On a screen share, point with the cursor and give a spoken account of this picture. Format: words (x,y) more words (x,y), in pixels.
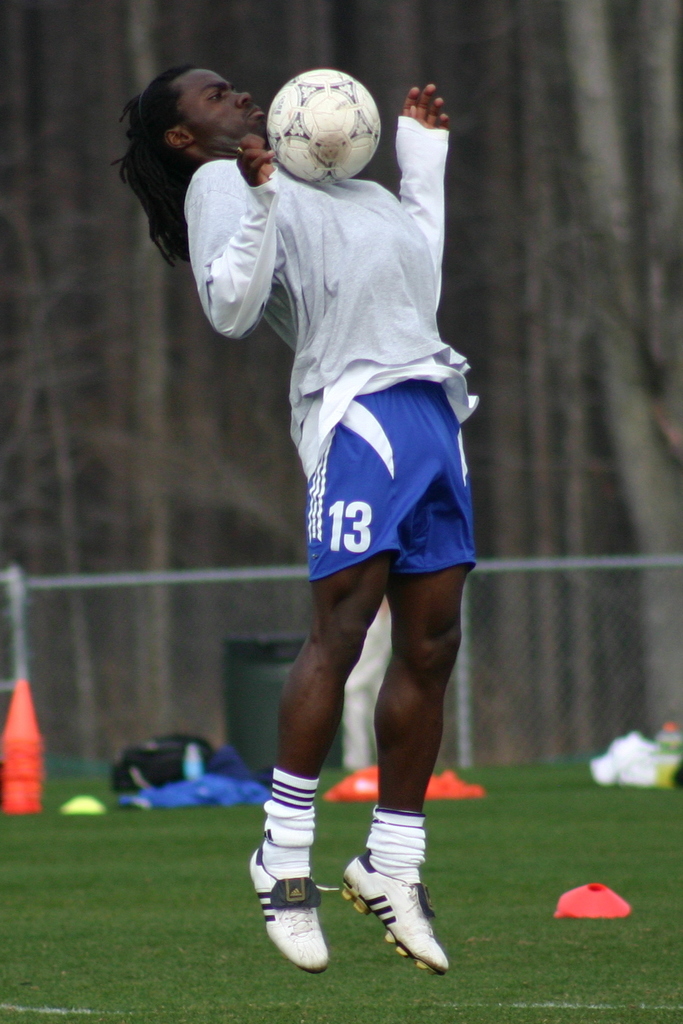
In this image I can see a man (359,323) and a ball (342,133).
